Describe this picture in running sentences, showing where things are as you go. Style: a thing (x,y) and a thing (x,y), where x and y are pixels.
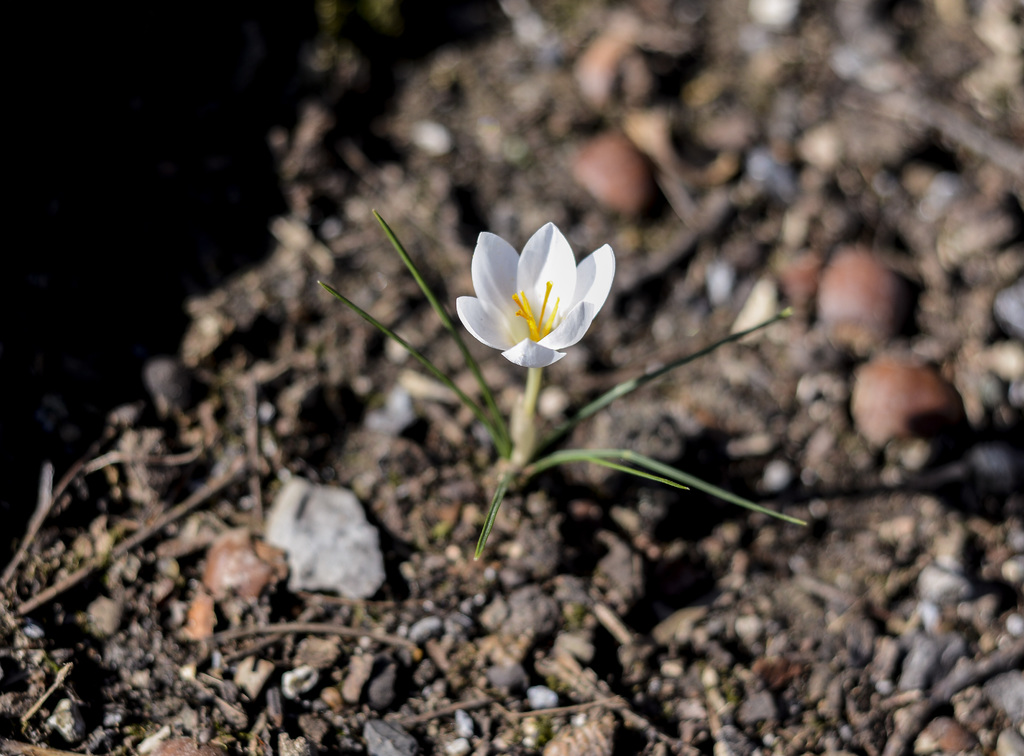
In the middle (518,442) I can see a flowering plant (789,518), stones (259,579), sticks (180,518) on the ground (240,342). This image is taken may be during a day.
